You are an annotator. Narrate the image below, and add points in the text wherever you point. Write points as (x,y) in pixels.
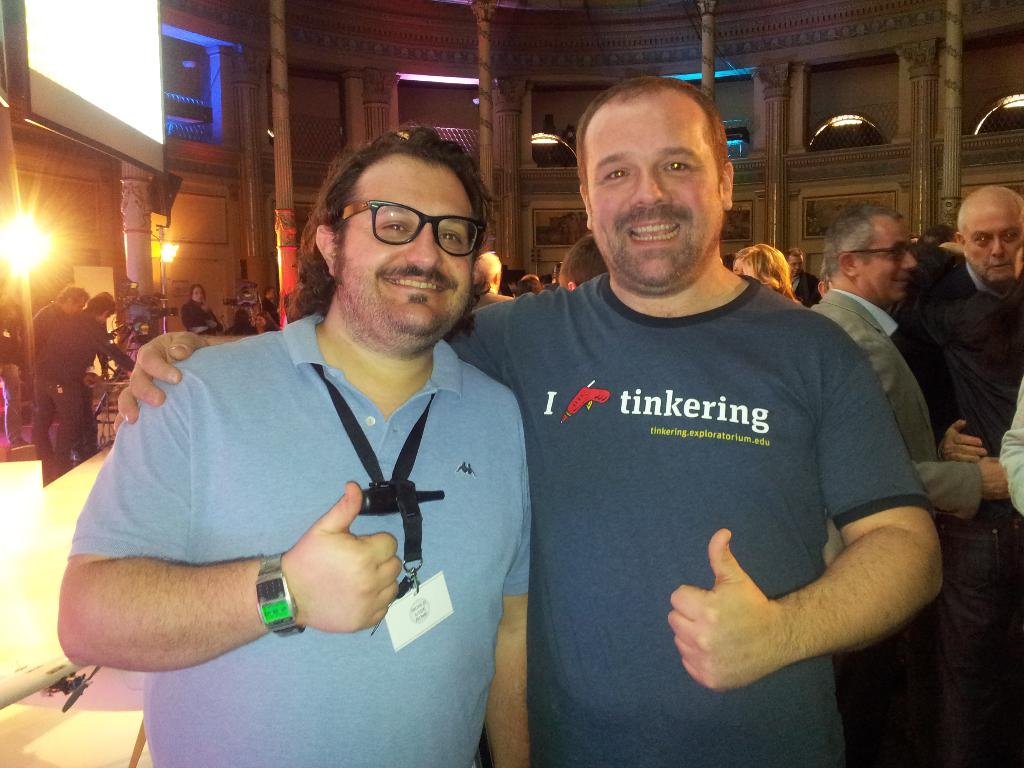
In this image we can see two persons (604,363) with a smiling face (621,214) and behind them, we can see buildings (882,149) with windows (207,84), lights (6,260), camera stands (143,296) and people (959,278).
